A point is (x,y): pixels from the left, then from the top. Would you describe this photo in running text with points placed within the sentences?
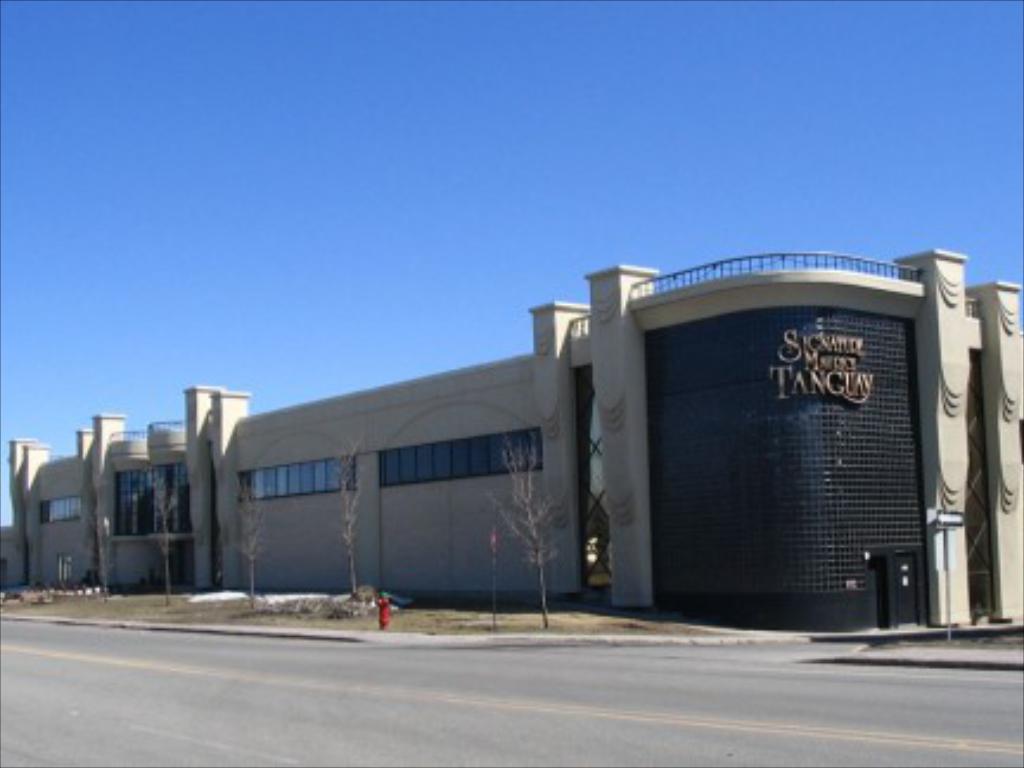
In this image we can see road (359,702), hydrant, poles (945,529), trees (542,609), and a building (329,462). In the background (449,168) there is sky (505,143).
